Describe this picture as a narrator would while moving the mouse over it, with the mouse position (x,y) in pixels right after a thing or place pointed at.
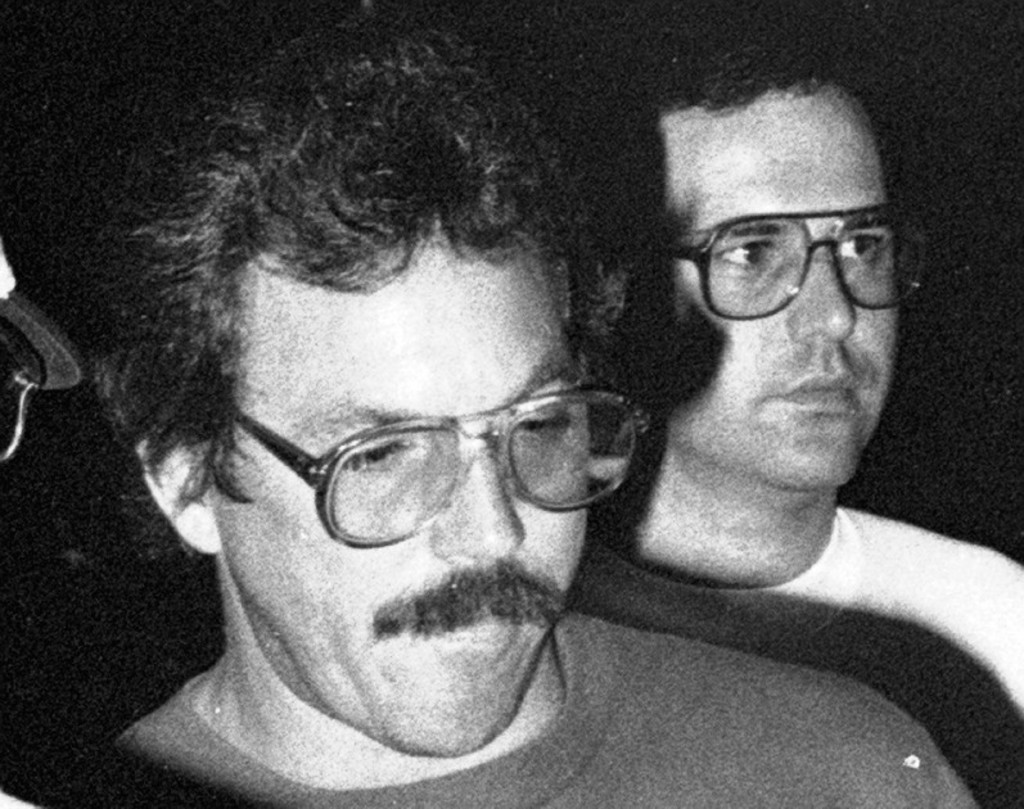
In this black and white image there are two persons (156,413) standing. On the left side of the image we can see the specs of the other person (6,406).
